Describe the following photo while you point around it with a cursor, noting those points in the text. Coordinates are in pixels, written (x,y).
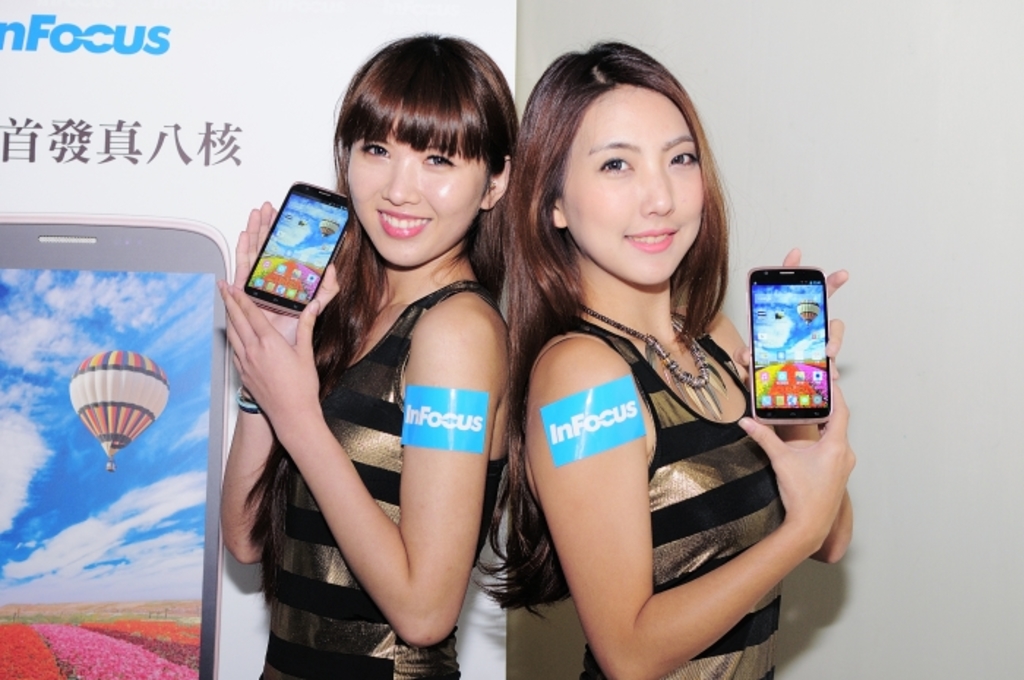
In this image, In the middle (532,433) there are two girls (662,411) standing and they are holding the mobile phones (299,305) which are in black color, In the background (37,16) there is a white color wall (683,64) and there is a mobile poster (83,455) which is in white color.
